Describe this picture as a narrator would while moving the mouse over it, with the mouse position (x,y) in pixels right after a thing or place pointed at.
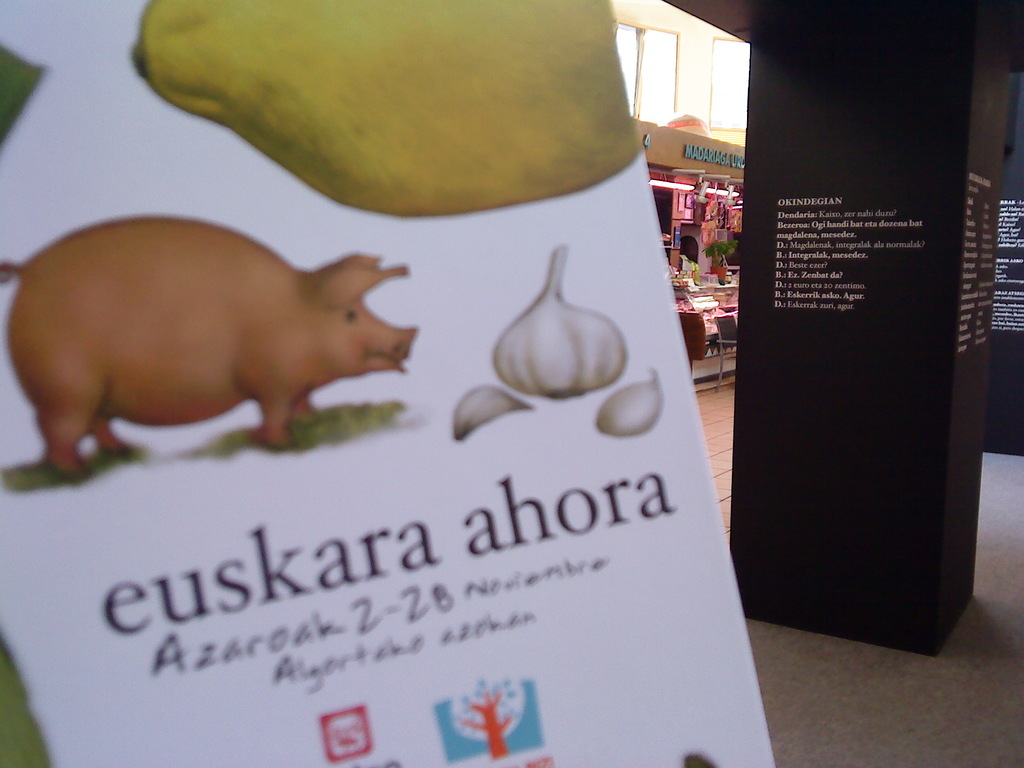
In the center of the image (509,428) we can see one banner (560,547). On the banner (351,567), we can see one pig (163,383) and some fruits (379,182). And we can see some text (453,534) on the banner (517,518). In the background (688,46) there is a building (740,170), banner (671,136), plant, chairs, tables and few other objects (720,182). On the pillar (818,298), we can see some text (818,274).
